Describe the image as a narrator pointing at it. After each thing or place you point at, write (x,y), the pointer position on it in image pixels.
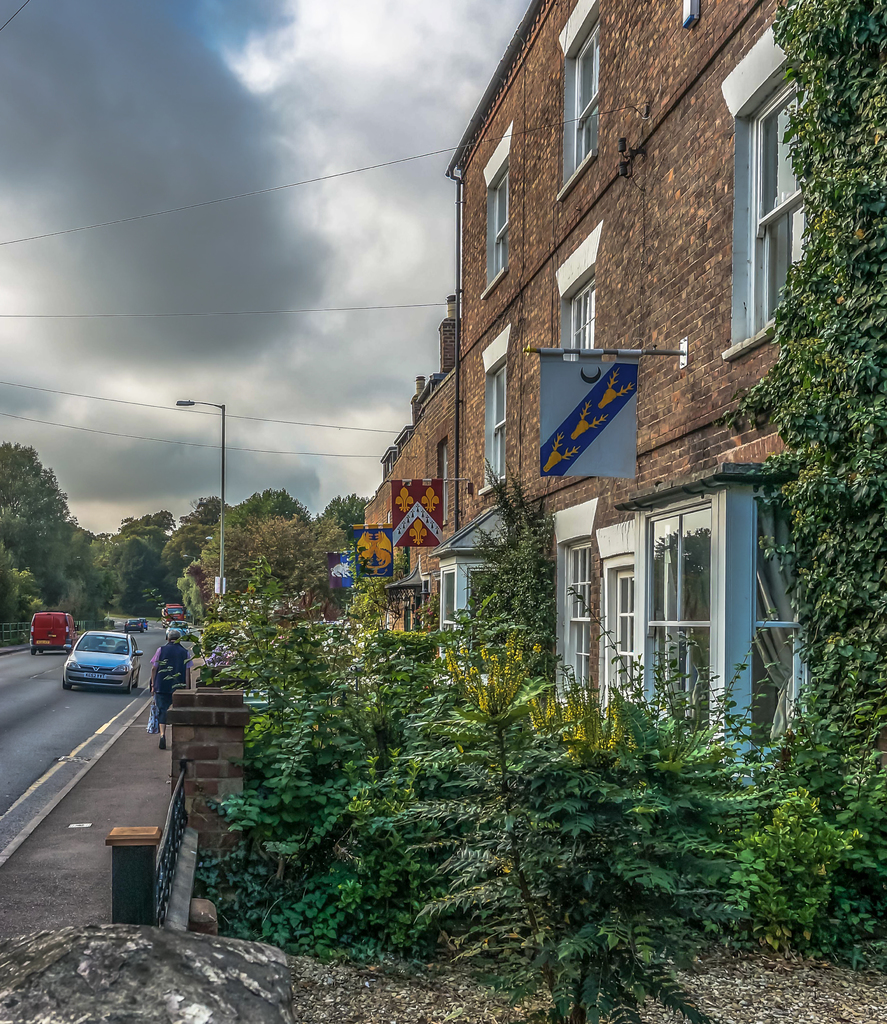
In this picture I can see buildings (409,620), trees (175,578), few plants (314,626) and a human (183,658) walking on the sidewalk (124,774). I can see few vehicles (124,643) on the road (90,694), few flags (417,516) and a cloudy sky (217,266). I can see a rock (64,993) at the bottom left corner of the picture (271,973).
